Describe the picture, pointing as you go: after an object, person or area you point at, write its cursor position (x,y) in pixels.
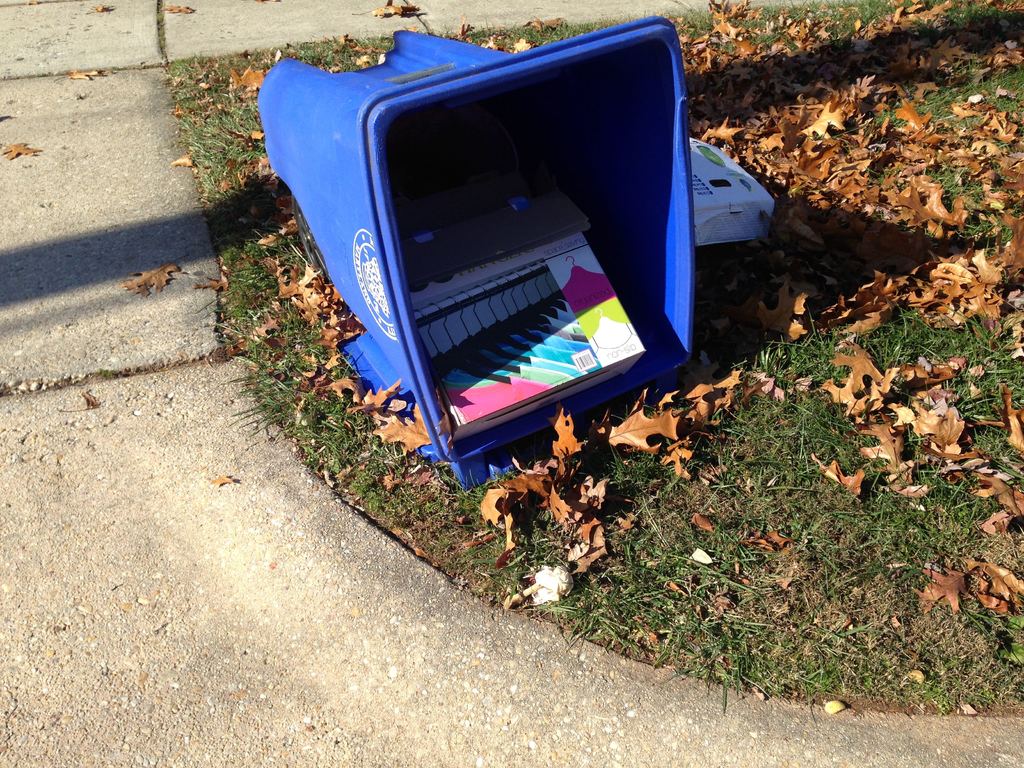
In this picture I can see an item (627,345) in a dustbin (322,95), which is on the grass (841,535), there are leaves (859,271) and an object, there is road (76,187).
